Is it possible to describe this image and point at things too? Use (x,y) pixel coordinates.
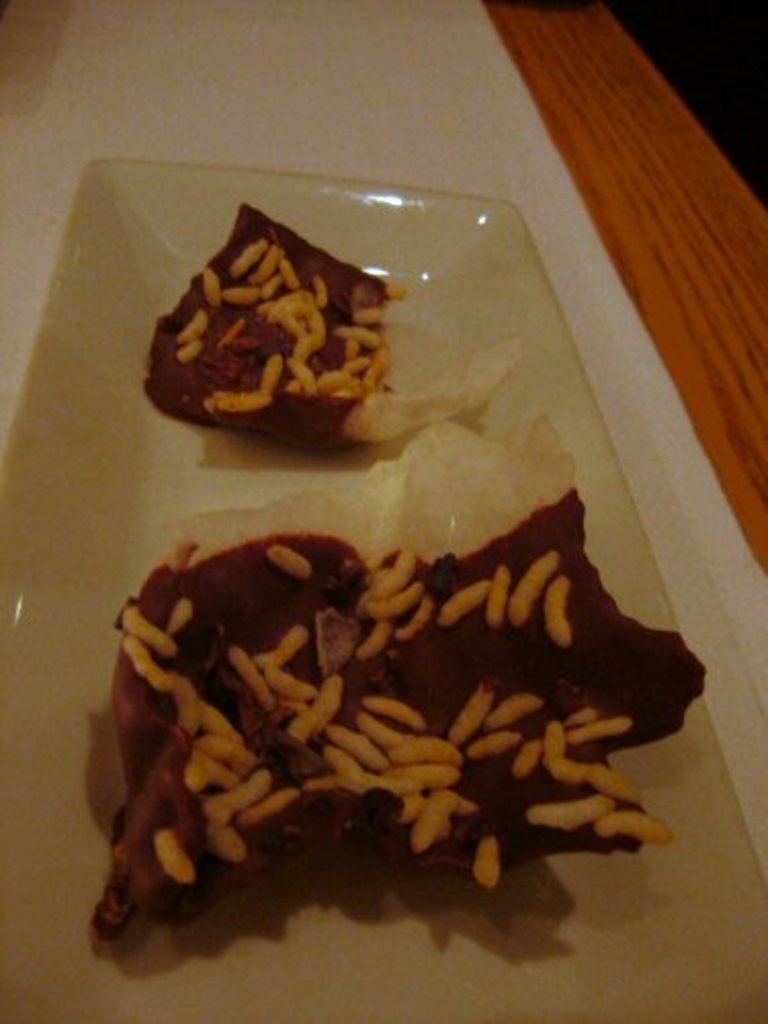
In this image we can see a food item (370,368) on the plate (514,319), there is a wooden table (537,51).
